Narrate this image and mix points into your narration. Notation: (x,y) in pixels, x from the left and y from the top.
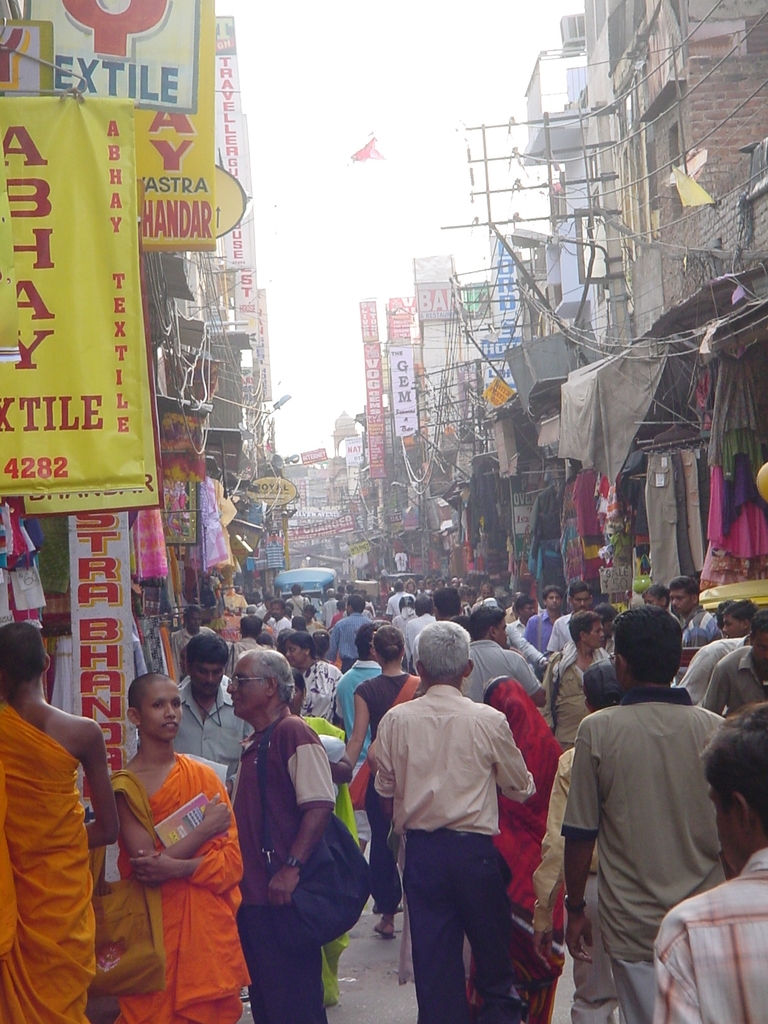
In the image we can see there are lot of people (403,797) standing on the road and there are buildings (449,420) and shops (18,534).
